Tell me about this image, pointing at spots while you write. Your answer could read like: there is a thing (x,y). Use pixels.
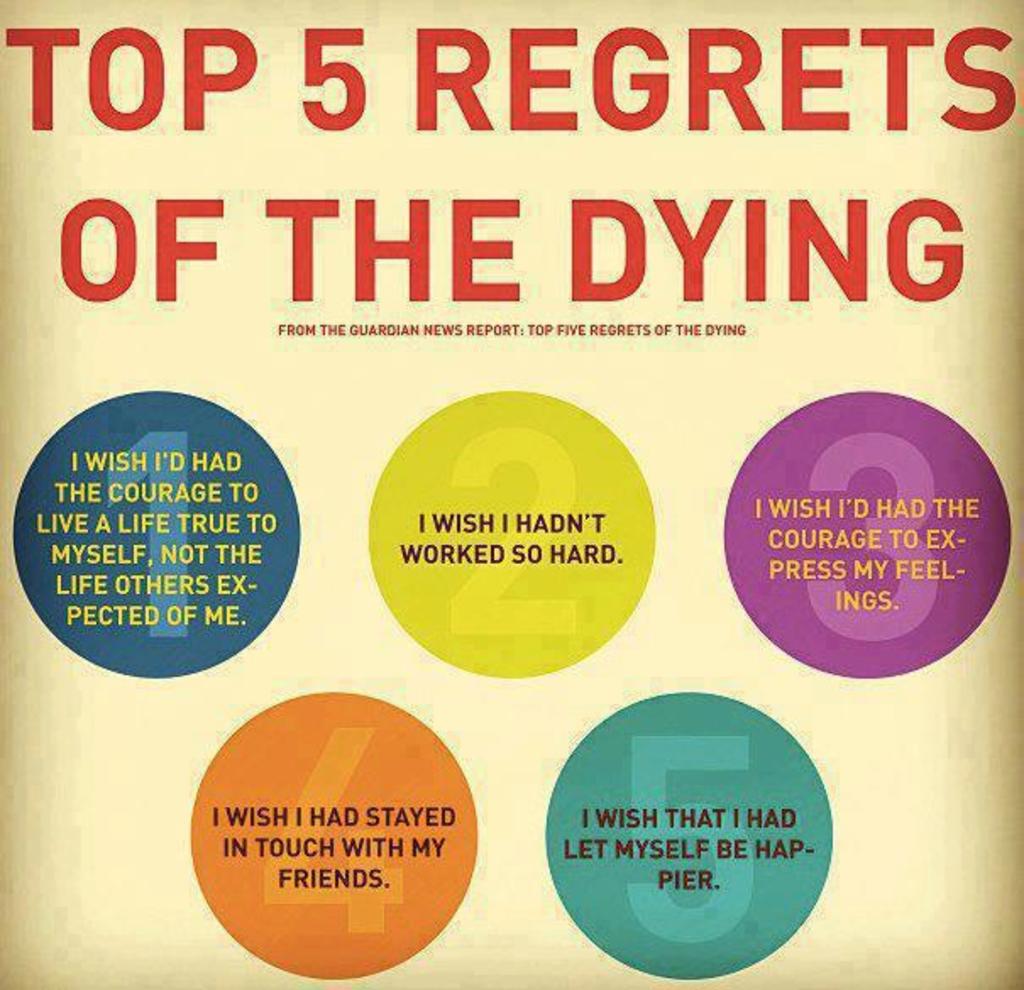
In this image there is text (416,853) on the paper (604,219).
